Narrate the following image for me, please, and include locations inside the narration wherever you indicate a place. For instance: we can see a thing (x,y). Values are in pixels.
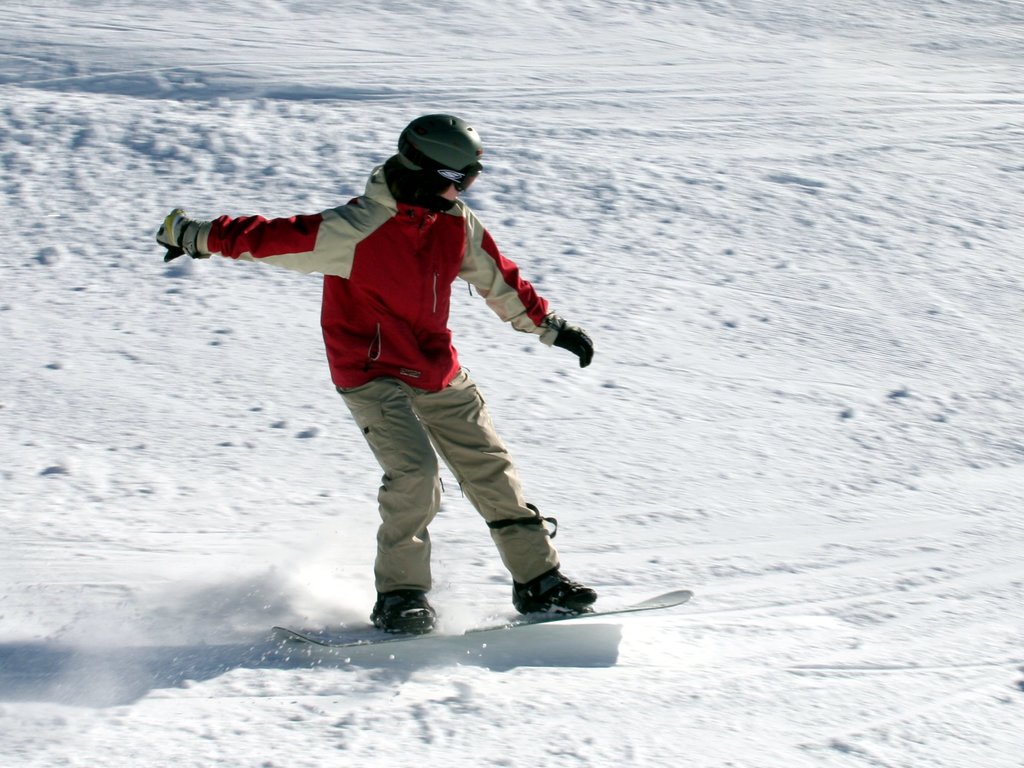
In this image, in the middle (420,405), we can see a person (440,378) riding on the ski board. In the background (984,71), we can see a snow (227,300).
